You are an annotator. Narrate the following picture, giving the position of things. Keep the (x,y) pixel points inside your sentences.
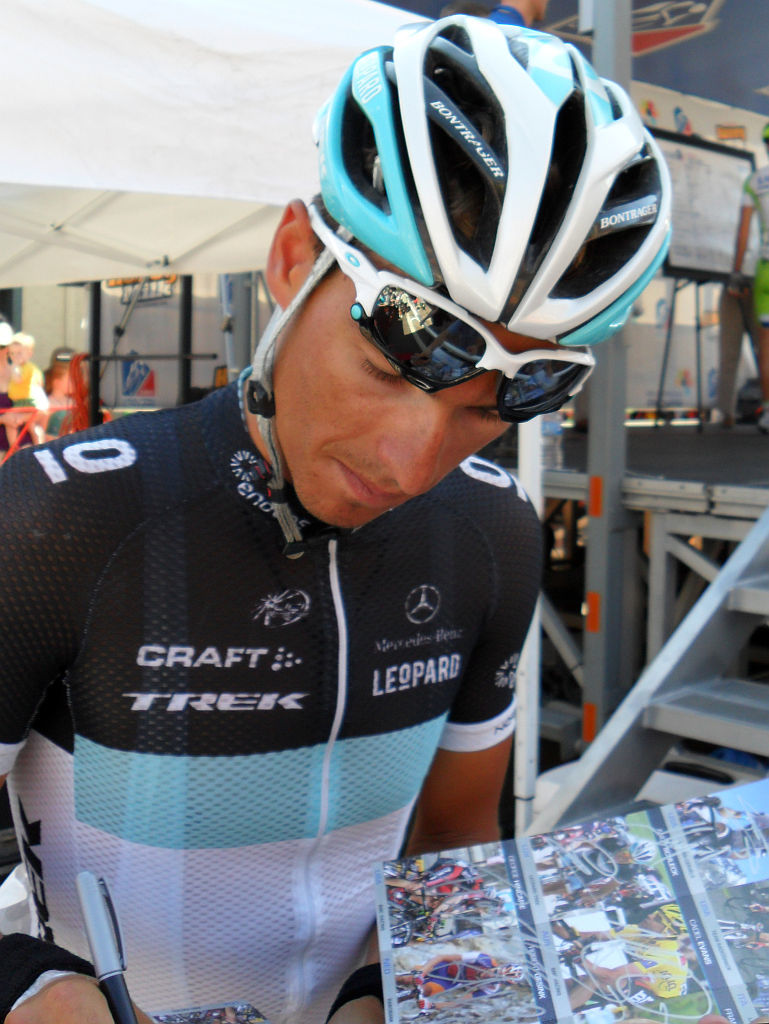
There is a person (243,628) standing and wearing goggles (415,331) and helmet (410,242). He is writing something with a pen (112,964). In front of him there is a book (590,936) with photos (606,943). In the back (639,733) there are steps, poles (95,365).
